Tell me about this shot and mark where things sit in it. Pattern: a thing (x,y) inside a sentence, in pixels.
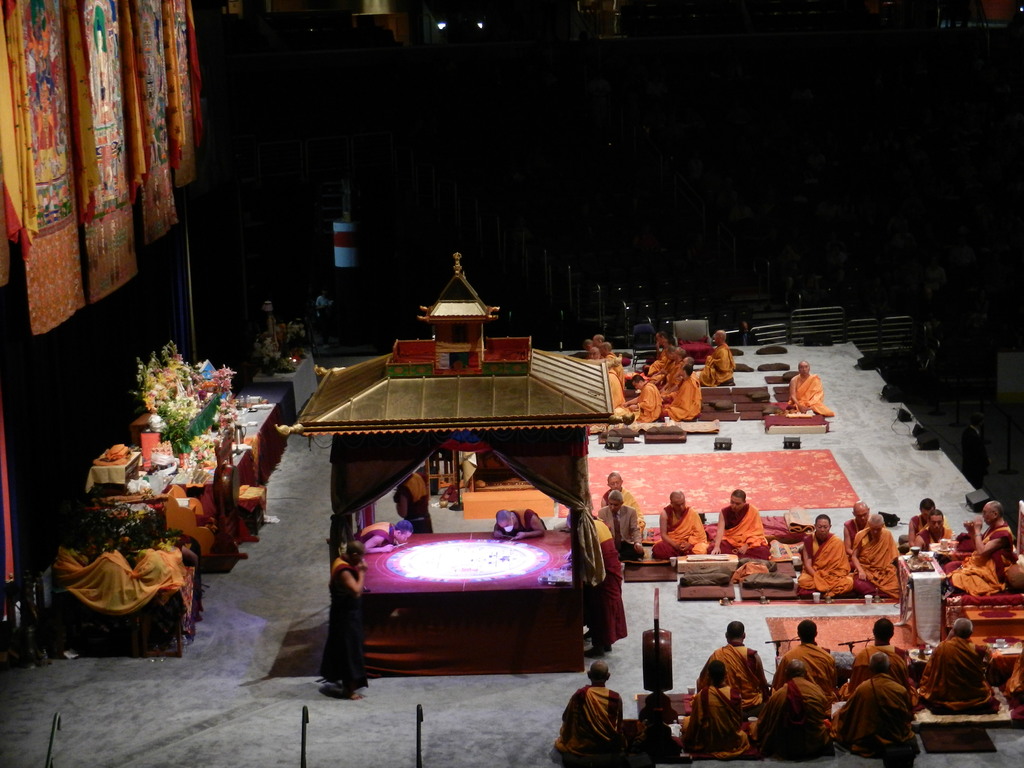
In this picture we can see a group of people (719,550) sitting on the floor (675,648), cloths (158,561), shed (598,407), some objects (148,380) and in the background (538,331) it is dark.
